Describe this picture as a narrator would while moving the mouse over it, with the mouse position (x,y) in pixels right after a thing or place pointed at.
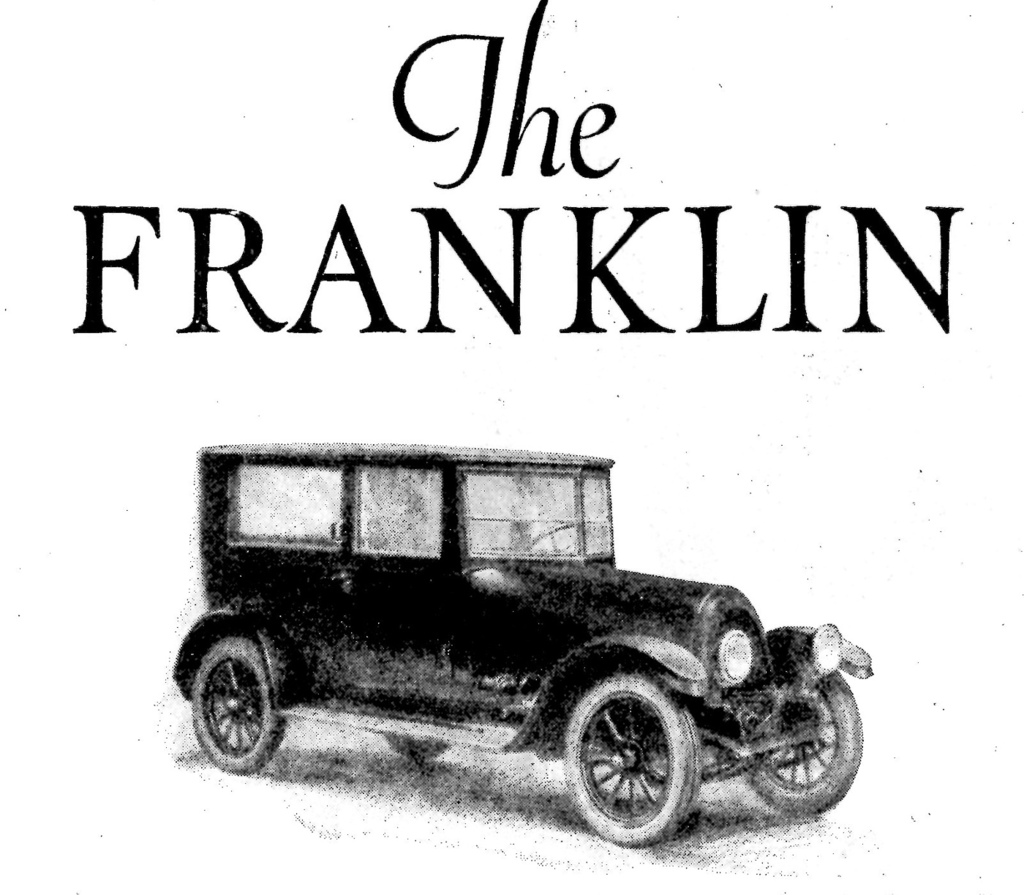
In this image in the front (387,597) there is a drawing (408,684) of a car (542,664) which is black in colour and there is some text (367,284) written on it.
